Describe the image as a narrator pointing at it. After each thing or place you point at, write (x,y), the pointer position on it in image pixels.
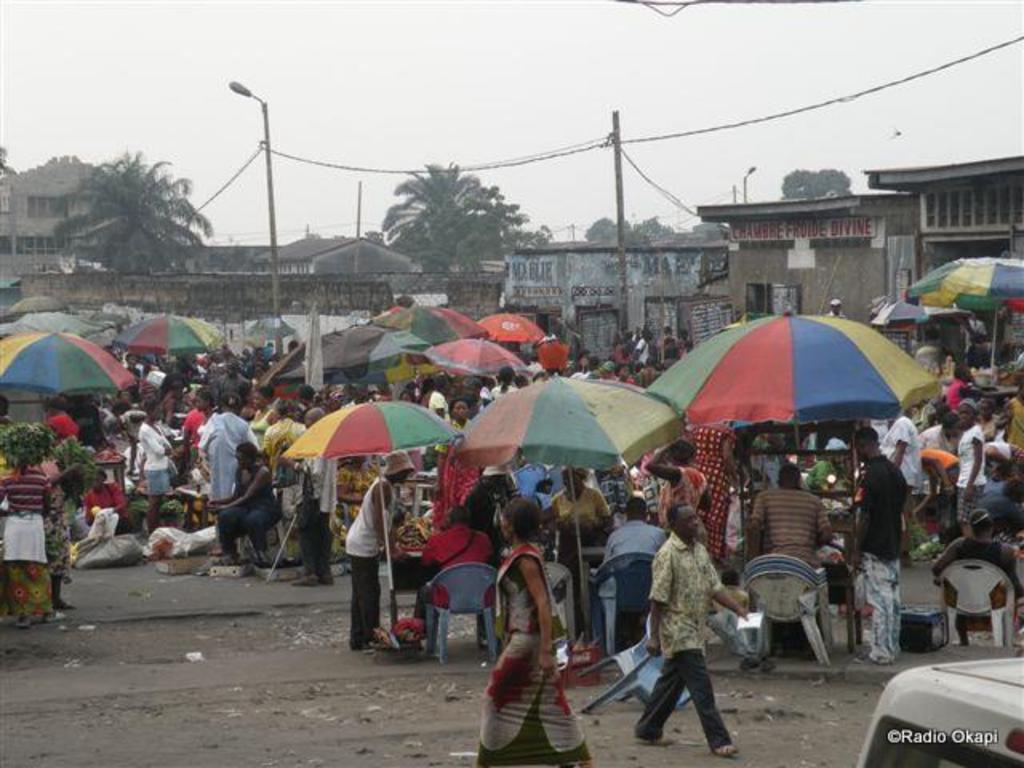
In this image we can see many people (369,566), among them some people (437,550) are sitting on the chairs (623,573), there are some buildings (540,319), trees (397,218), umbrellas (354,345), poles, wires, lights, vegetables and some other objects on the ground (306,721), also we can see the wall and in the background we can see the sky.
